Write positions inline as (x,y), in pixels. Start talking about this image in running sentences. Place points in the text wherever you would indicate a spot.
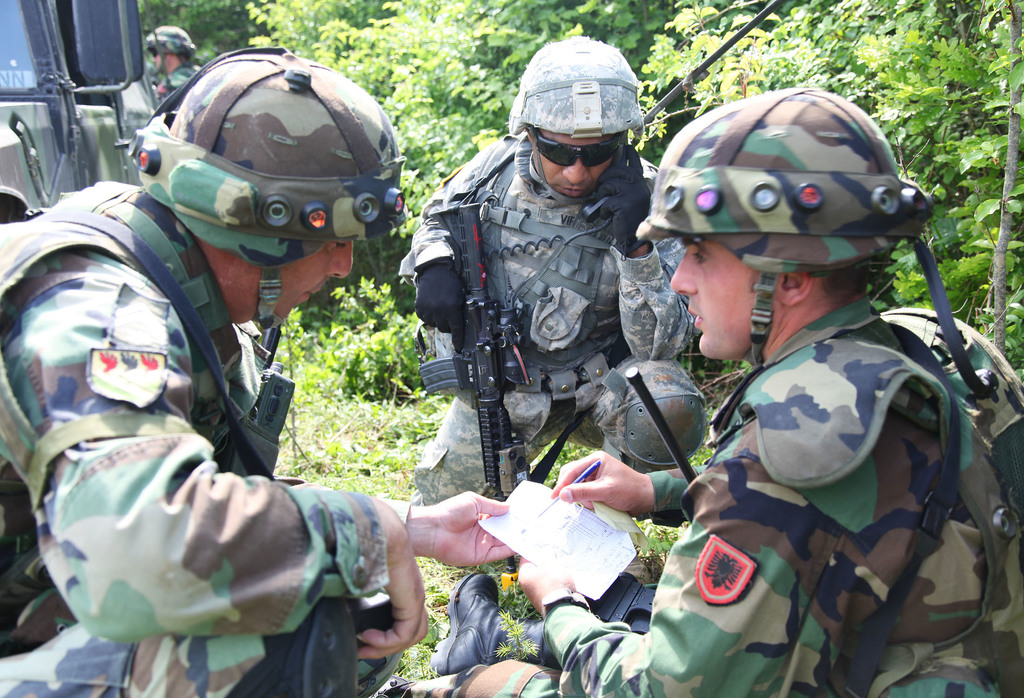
In this image we can see some persons (538,430) wearing camouflage dress (716,659), helmets (342,86) holding guns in their hands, crouching down, on left side of the image (36,122) there is a vehicle (60,181) and in the background of the image (511,16) there are some trees (527,5).
